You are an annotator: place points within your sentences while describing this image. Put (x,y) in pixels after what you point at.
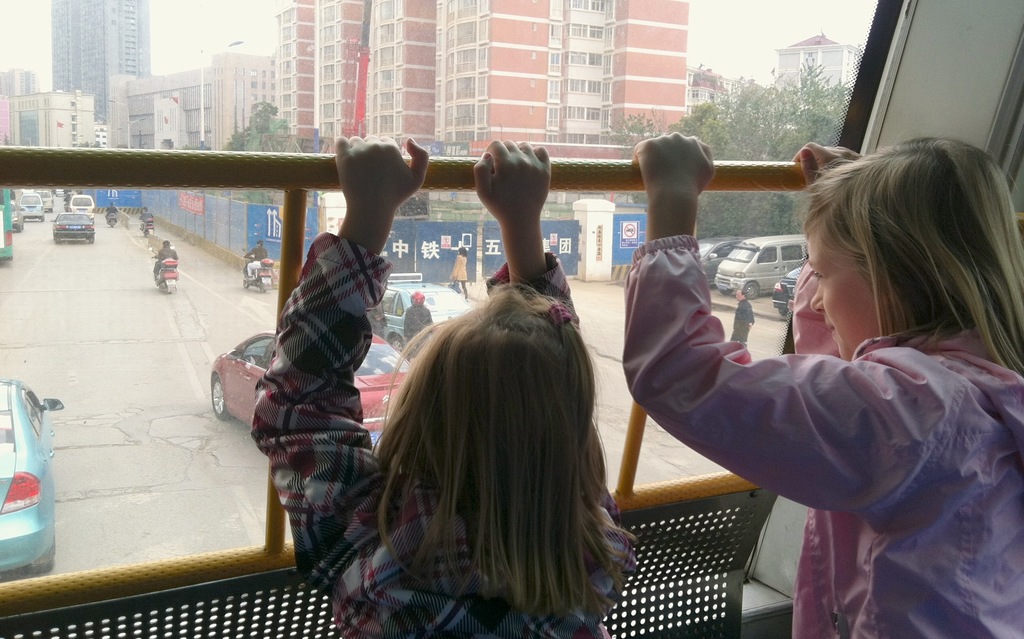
In this picture we can see two children (903,615) are holding a rod (635,183). Here we can see vehicles (385,413) on the road (75,387). There are trees (767,135), buildings (608,1), and wall (205,212). In the background (166,6) there is sky (180,24).
